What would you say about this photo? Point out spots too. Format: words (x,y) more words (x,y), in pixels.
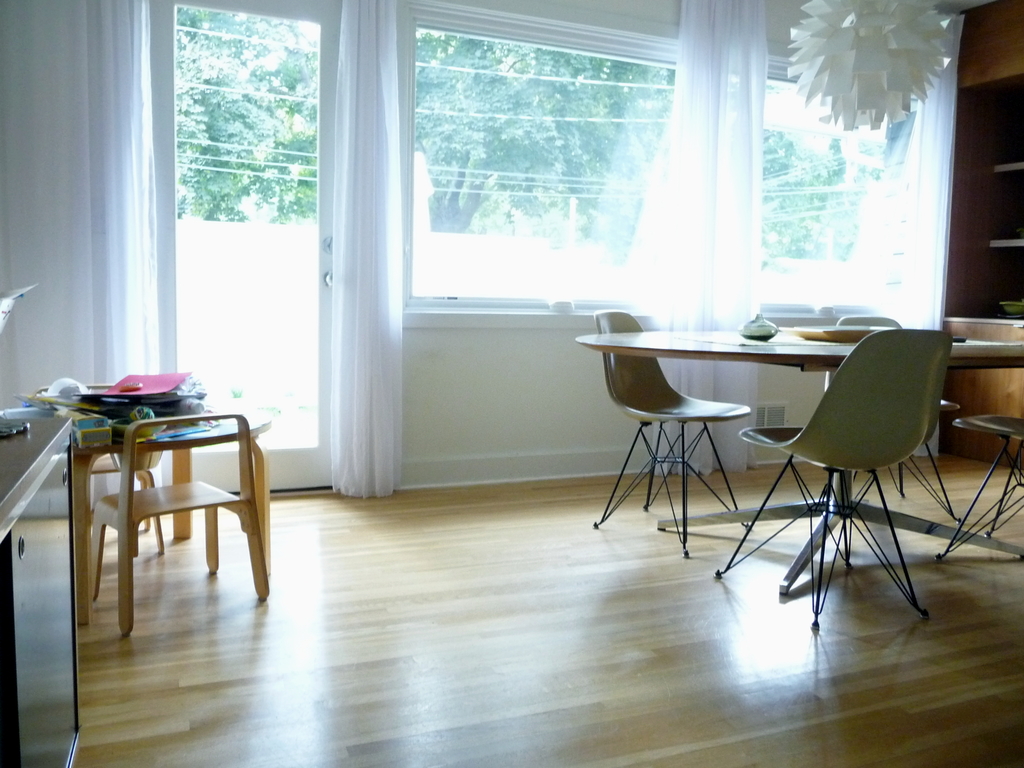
In this image we can see the inside view of the building (624,426). And there are tables (83,454) and chairs (170,491), on the table (774,333) there are files (130,409), box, pot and few objects (143,417). And at the side, we can see the cupboard (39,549) with racks (972,321) and few objects (1012,303) in it. And there are windows (571,99) and curtains (342,117). Through the windows (854,145) we can see the trees (554,136).
